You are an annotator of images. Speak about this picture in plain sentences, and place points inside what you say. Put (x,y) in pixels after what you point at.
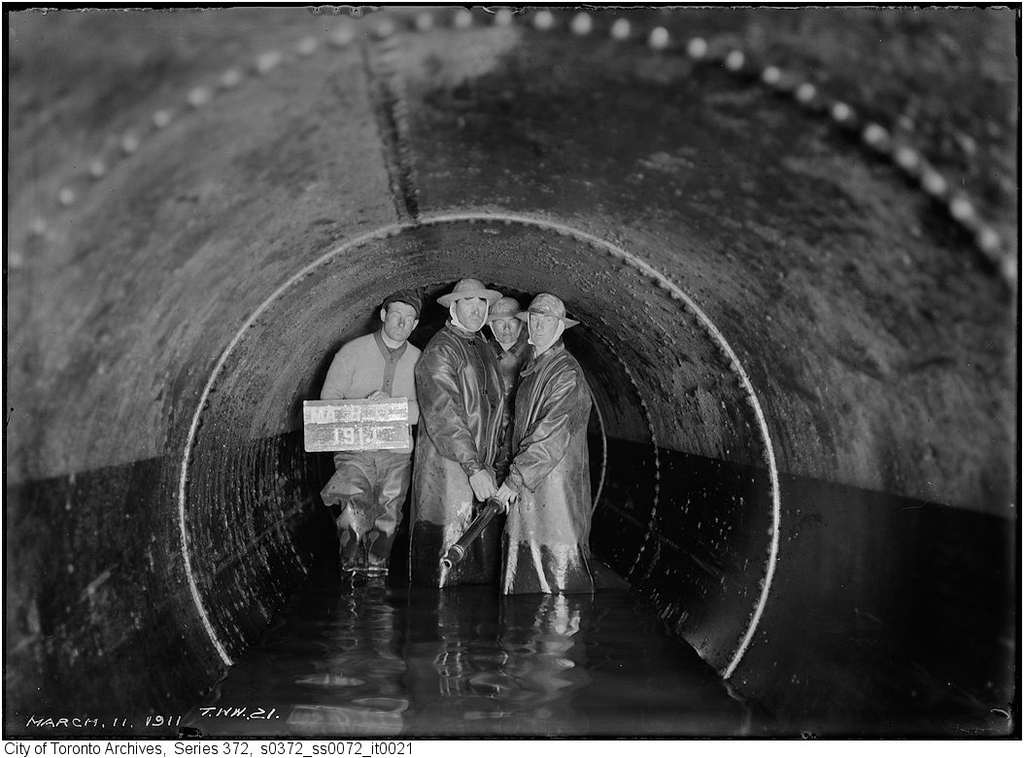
Here men (510,413) are standing in the water (462,640), this is tunnel (402,202).
